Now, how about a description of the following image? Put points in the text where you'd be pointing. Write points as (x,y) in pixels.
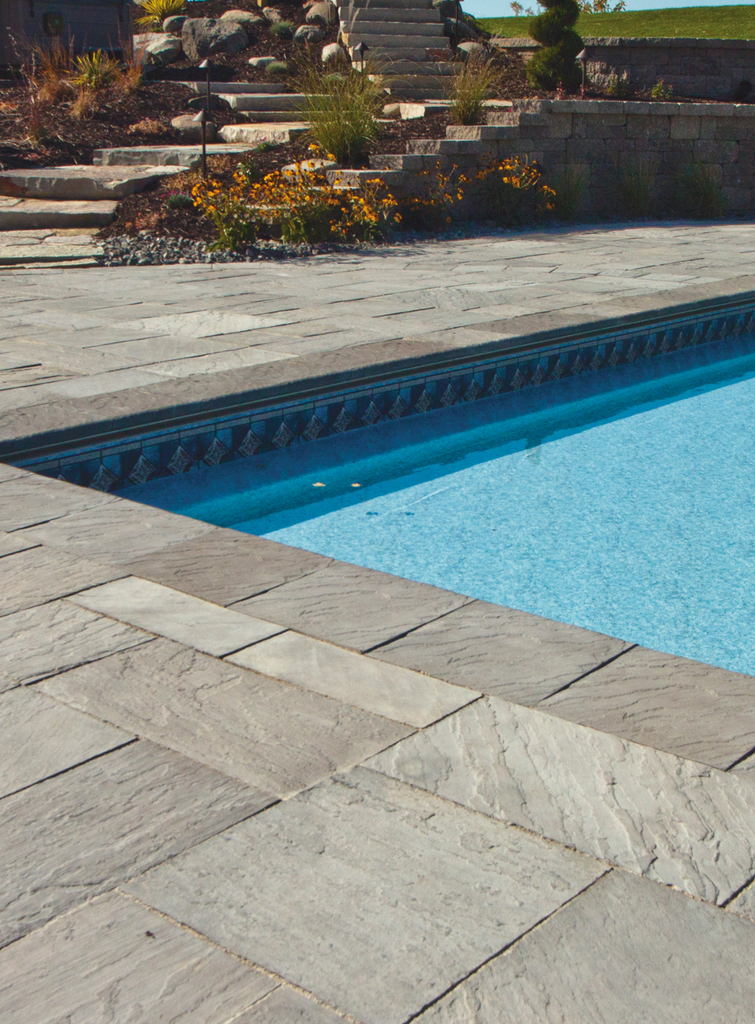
At the top of the image (278,144) we can see the stairs (416,41), rocks (457,25), plants (448,197), flowers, wall (705,65), trees (607,7), sky (482,10). In the center of the image (435,527) we can see a pool (385,444) which contains water (427,511). At the bottom of the image (214,870) we can see the floor (326,849).
